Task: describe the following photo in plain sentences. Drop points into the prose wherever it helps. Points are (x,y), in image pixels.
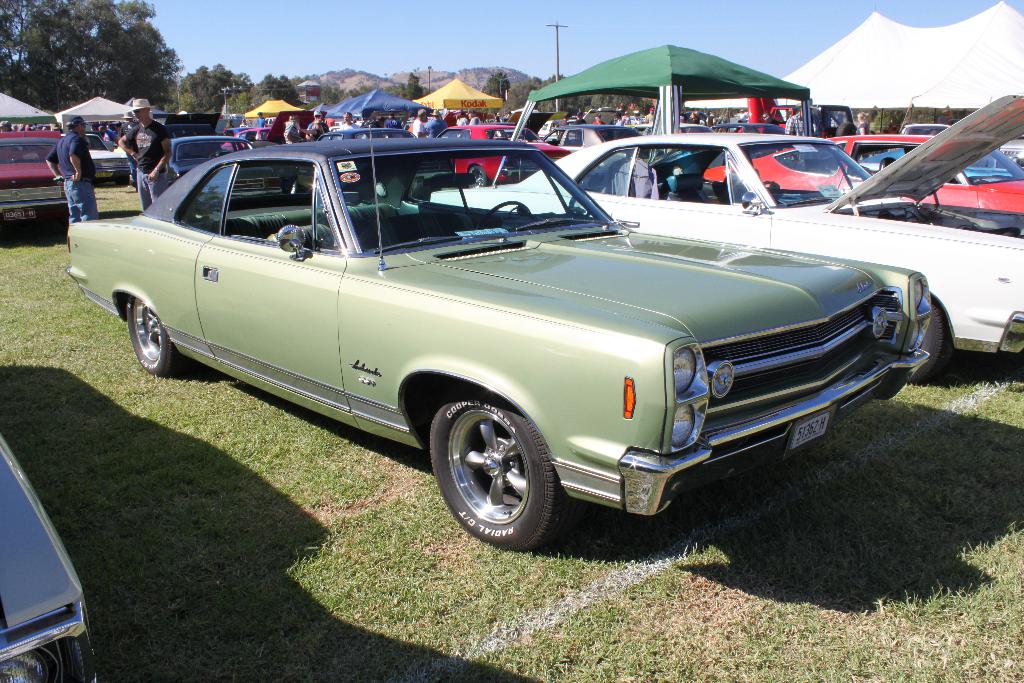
In this picture there are people (79,163) and we can see vehicles (22,172) on the grass (328,494), tents (383,106), poles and trees (521,82). In the background of the image (387,67) we can see the sky (529,42).
